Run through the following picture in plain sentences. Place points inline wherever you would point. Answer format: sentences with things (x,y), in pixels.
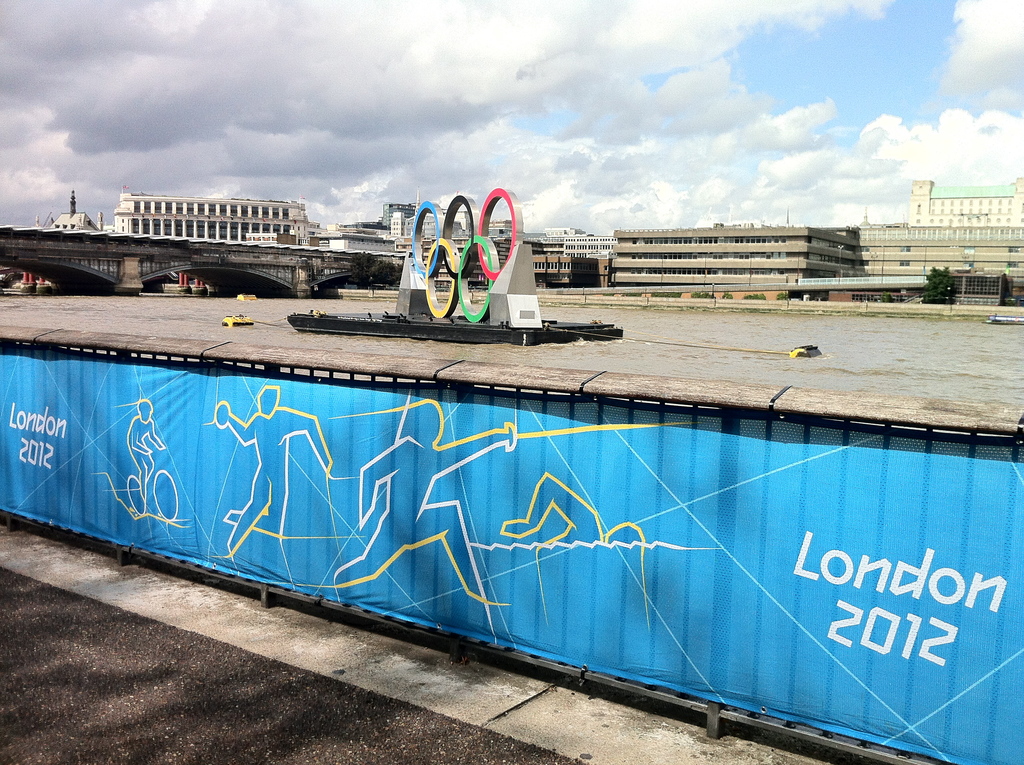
In this picture I can see fencing (229,476) with banner (236,479), behind we can see some boats (588,331) on the water surface (729,357), back ground (592,261) we can see some buildings (635,248), trees (384,280), bridges (163,244).
